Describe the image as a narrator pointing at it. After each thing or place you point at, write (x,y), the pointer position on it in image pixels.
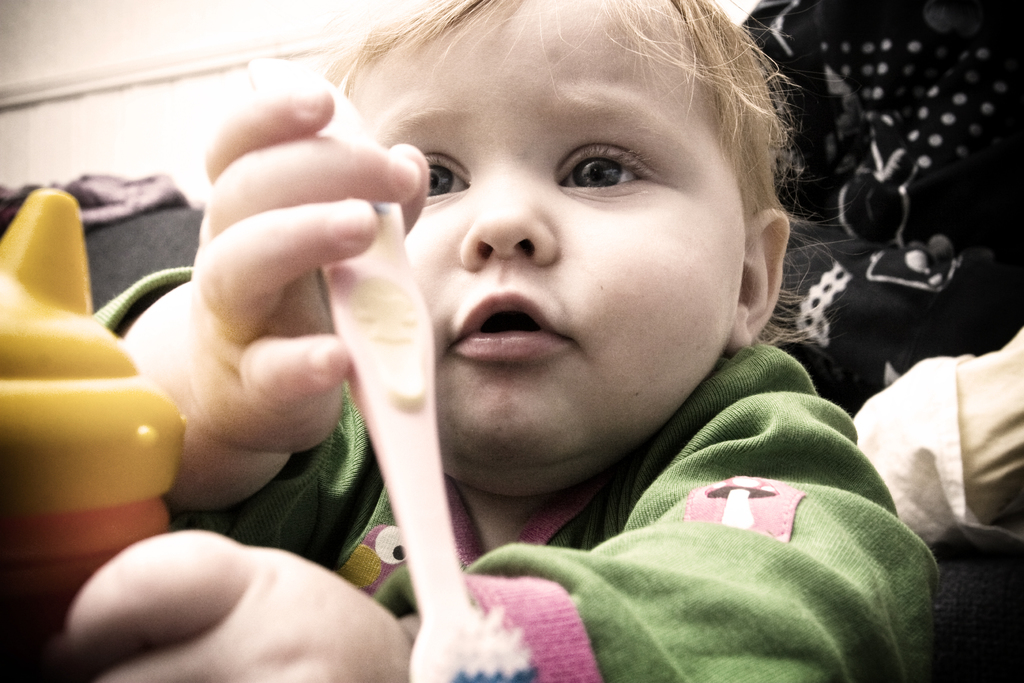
In this I can see a baby (708,334) is playing with the brush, this baby (577,556) wore green color sweater (668,562).
